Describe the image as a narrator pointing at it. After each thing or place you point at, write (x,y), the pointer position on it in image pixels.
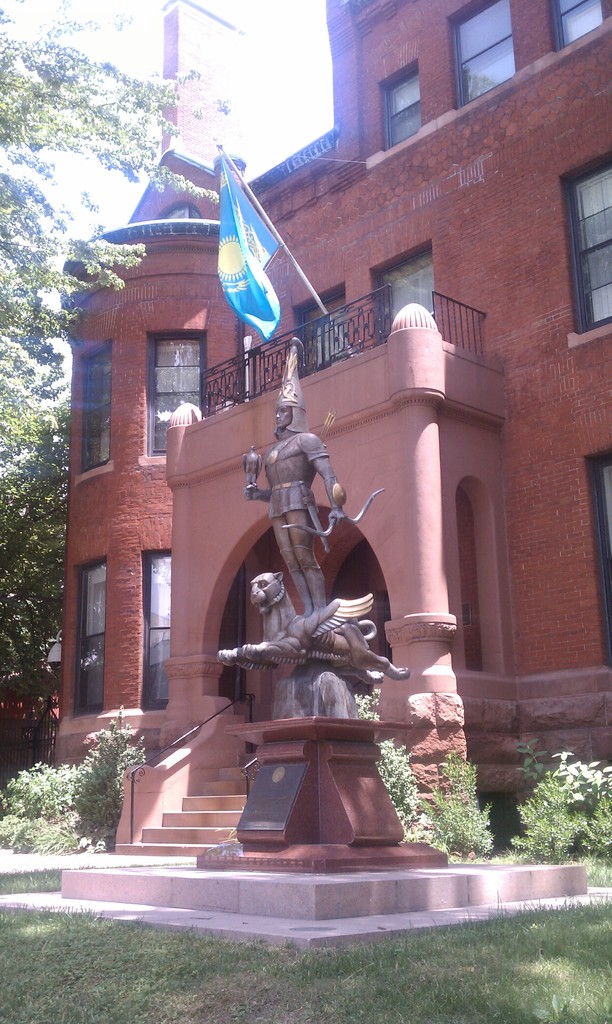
In the center of the image (275,461) there is a statue (268,653). In the background of the image (307,371) there is a building (314,353). There is a flag (234,209). To the left side of the image (62,483) there is a tree (4,107). At the bottom of the image (237,976) there is grass (316,1003).
